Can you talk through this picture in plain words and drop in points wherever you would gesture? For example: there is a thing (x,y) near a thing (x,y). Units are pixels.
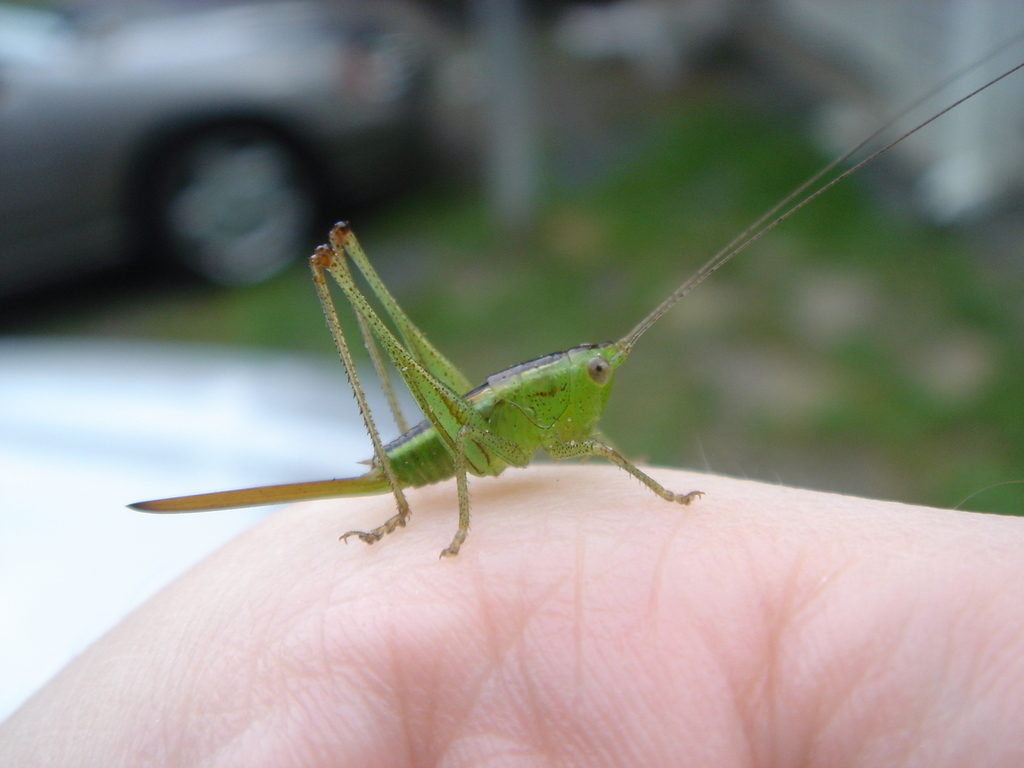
In this picture we can see an insect (347,362) on a person hand (341,531) and in the background (79,99) we can see a car (258,85), grass (908,276) and it is blurry.
